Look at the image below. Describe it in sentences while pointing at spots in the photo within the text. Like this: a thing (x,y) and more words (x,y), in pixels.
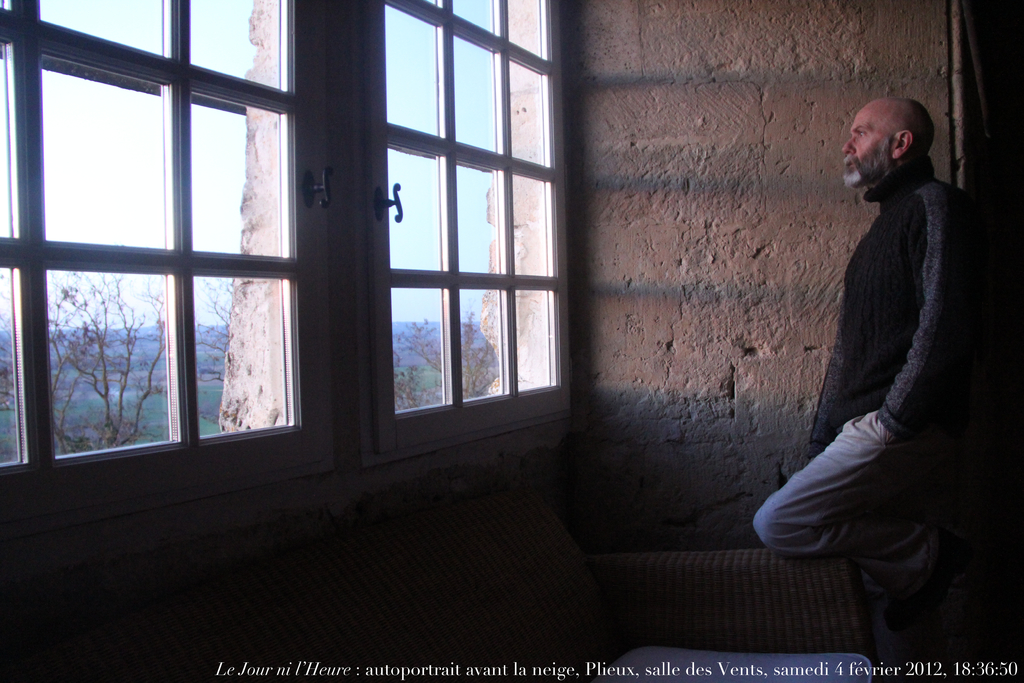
This picture shows the inner view of a room (438,344). One person (892,364) near to the sofa (486,594), two windows (185,213), one sofa (673,567) and some text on this image. There are so many trees (472,381), bushes (214,355), mountains (121,355) and grass (54,412) on the surface (208,387). At the top (197,170) there is the sky (96,204).
